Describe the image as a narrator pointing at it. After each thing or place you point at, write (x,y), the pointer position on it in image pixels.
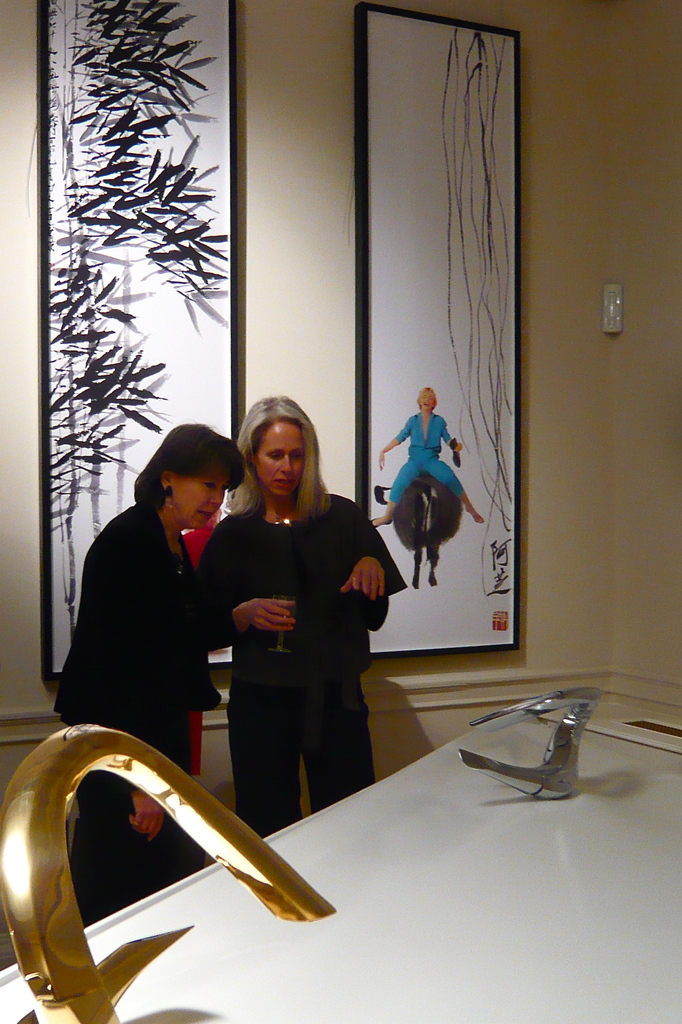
In this image we can see two ladies (275,698). One lady (296,682) is holding a glass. In the background (253,273) there is a wall (270,229) with a photo frames (108,237). Also we can see taps (152,955) on a platform (444,916).
